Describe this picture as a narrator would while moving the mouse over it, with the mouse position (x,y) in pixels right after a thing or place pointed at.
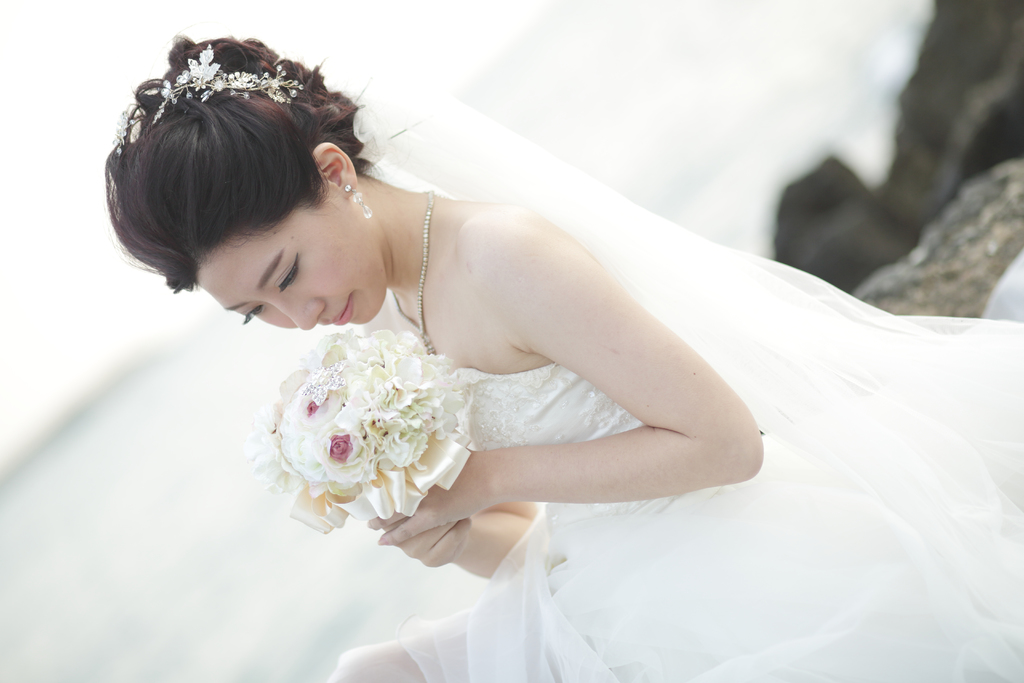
In this image we can see a woman (583,295) wearing a white frock (873,537) and holding a bouquet (361,379). The background (936,104) is blurred. We can also see some rocks (954,160).
